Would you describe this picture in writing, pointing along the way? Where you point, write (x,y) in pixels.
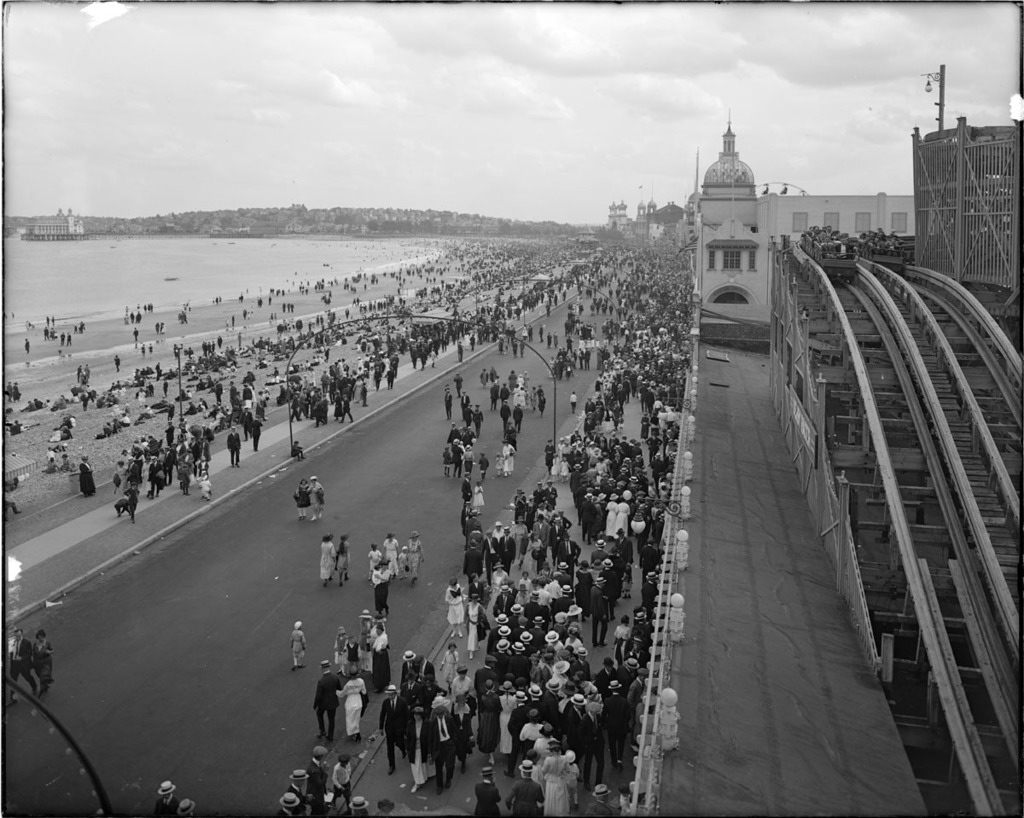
In this image we can see the black and white photo and we can see some people (374,560) and on the right side of the image (869,307) we can see the roller coasters (899,314). There are some buildings (710,228) and we can see the water (109,291) and at the top (258,102) we can see the sky (535,58).
